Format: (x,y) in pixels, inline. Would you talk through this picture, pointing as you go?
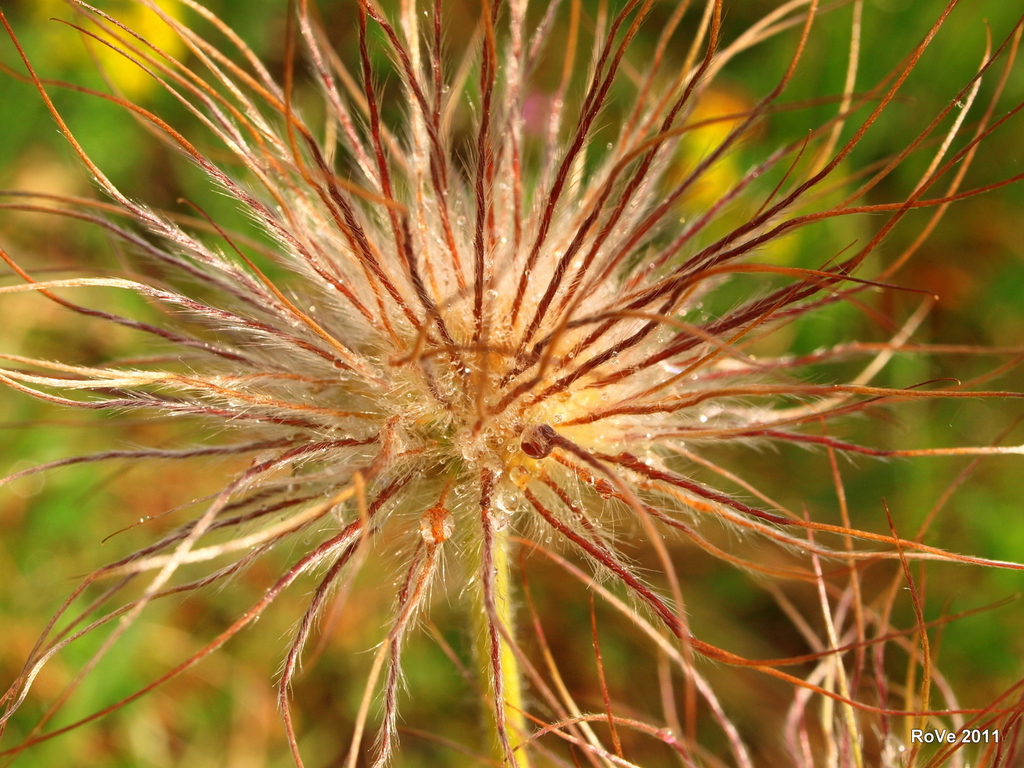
In the image we can see a flower (169,73). Background of the image (150,743) is blur.
